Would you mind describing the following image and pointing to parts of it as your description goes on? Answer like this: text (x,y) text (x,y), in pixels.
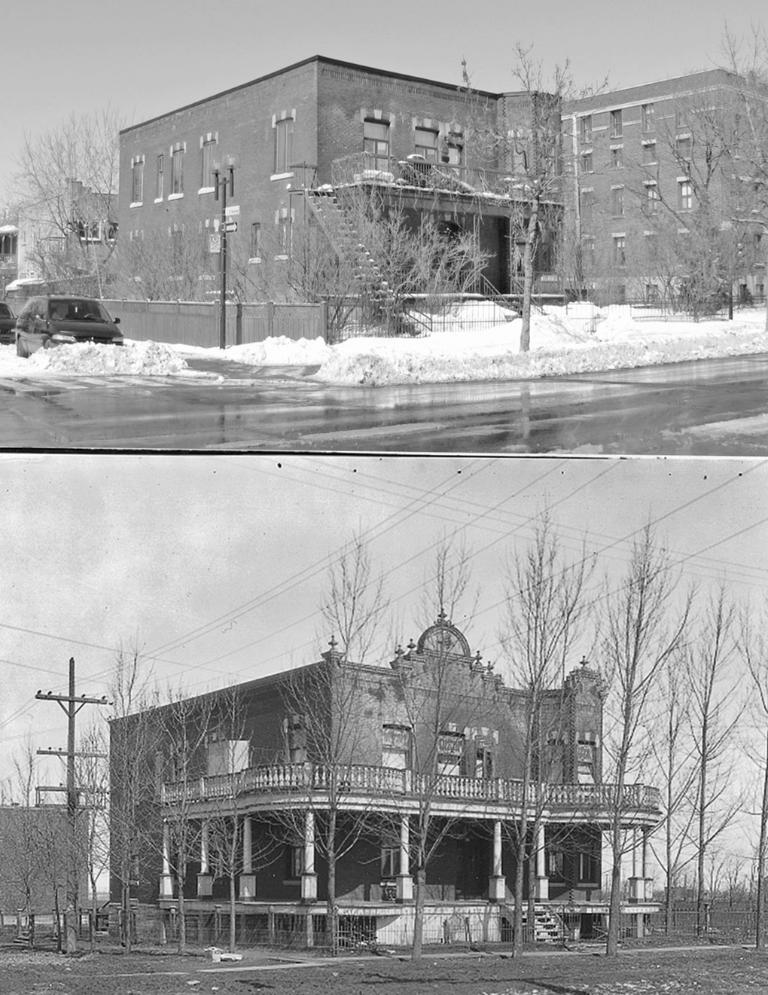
It is a collage picture. In these pictures, we can see houses (265,827) with wall (351,857), glass windows (300,854) and stairs (543,927). At the bottom (533,898), we can see so many trees (148,779), pillars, pole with wires (21,710). Background (238,547) there is a sky (301,535). Top of the image (575,318), we can see a road (439,418), snow (357,344). Here there is trees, vehicle (45,341) and sky (132,52).
